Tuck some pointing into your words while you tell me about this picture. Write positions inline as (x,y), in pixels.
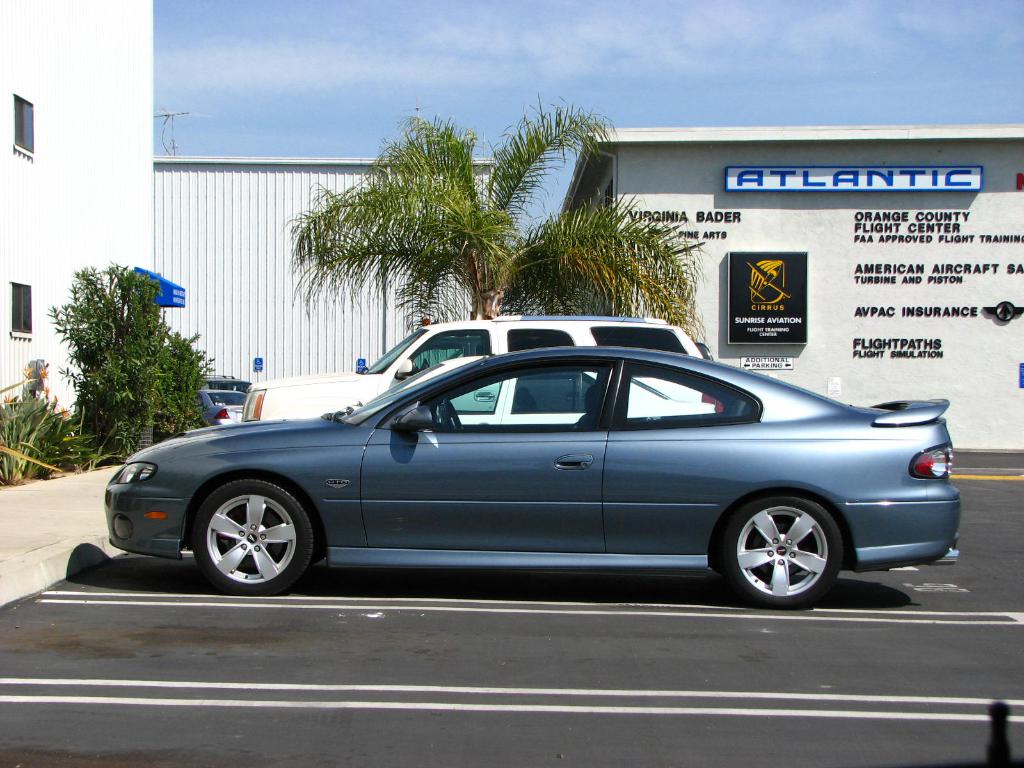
In the picture we can see some cars (333,503) are parked near the building wall (58,206) and to it we can see two windows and near the wall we can see plants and beside it, we can see some house construction (917,394) and to it we can see a name Atlantic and behind it we can see a sky (322,97) with clouds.
